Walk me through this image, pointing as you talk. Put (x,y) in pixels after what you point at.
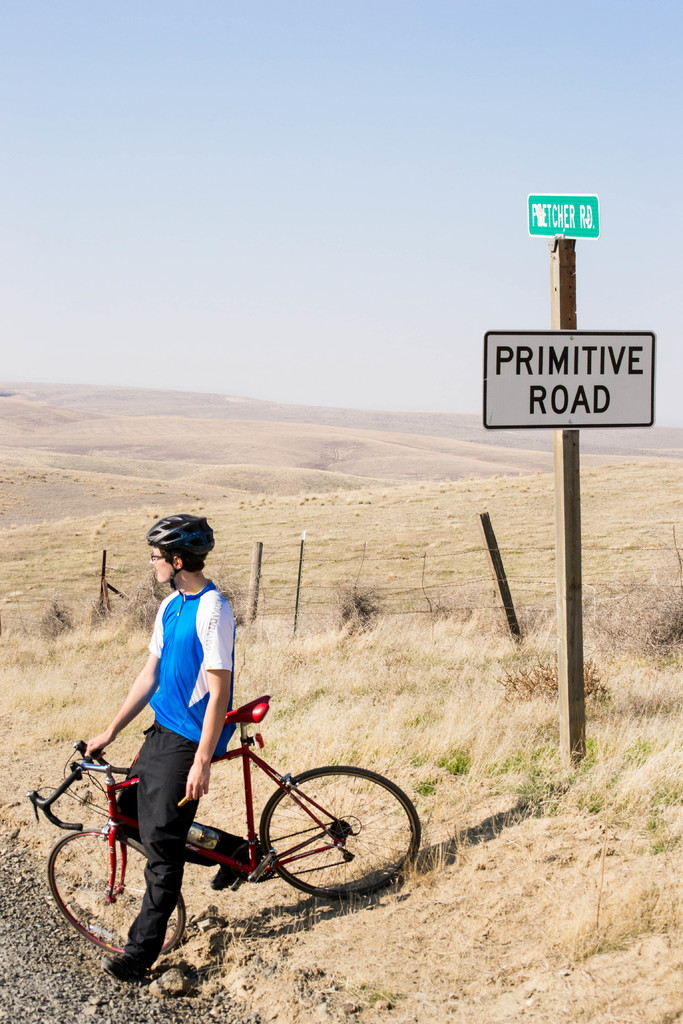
In this image, There is a person (206,617) standing with a cycle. This person (190,689) is wearing clothes (187,693) and helmet (186,536). There is a sign board (585,379) and fencing (484,530) behind this person (177,696). There is a sky (337,178) at the top of this image (350,138).
